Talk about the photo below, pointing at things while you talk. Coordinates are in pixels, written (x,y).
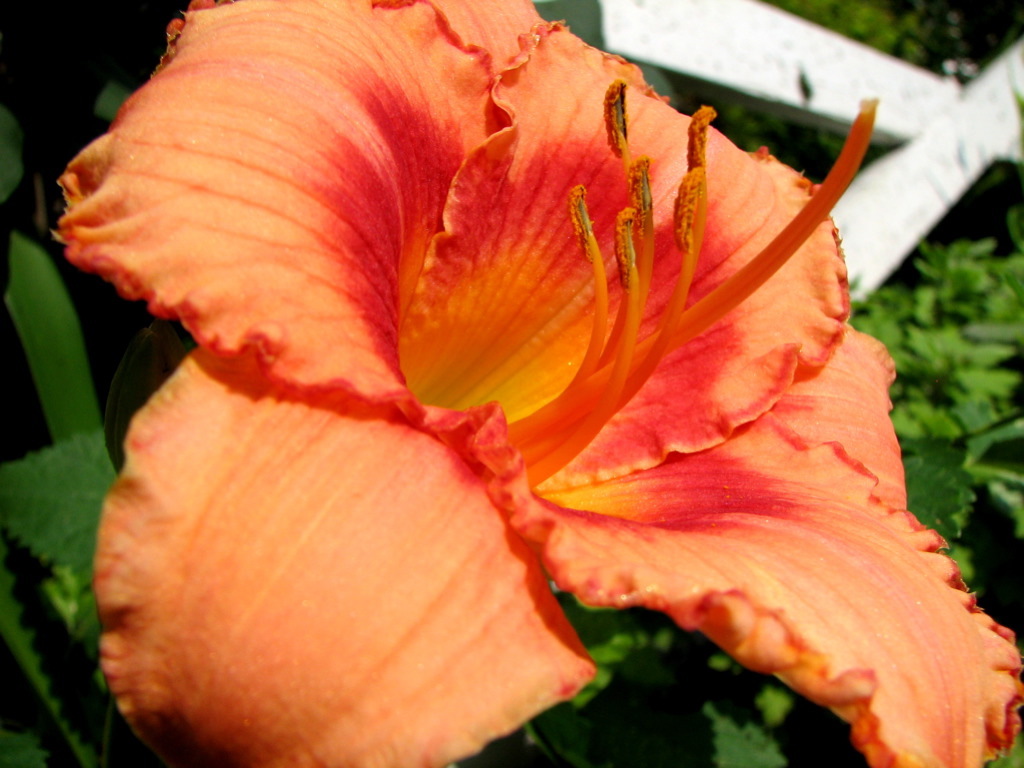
In the picture I can see an orange color flower (380,519) of a plant (259,576) and the background of the image (936,101) is blurred, where we can see a few more plants (745,119) and a white color object (928,194).
